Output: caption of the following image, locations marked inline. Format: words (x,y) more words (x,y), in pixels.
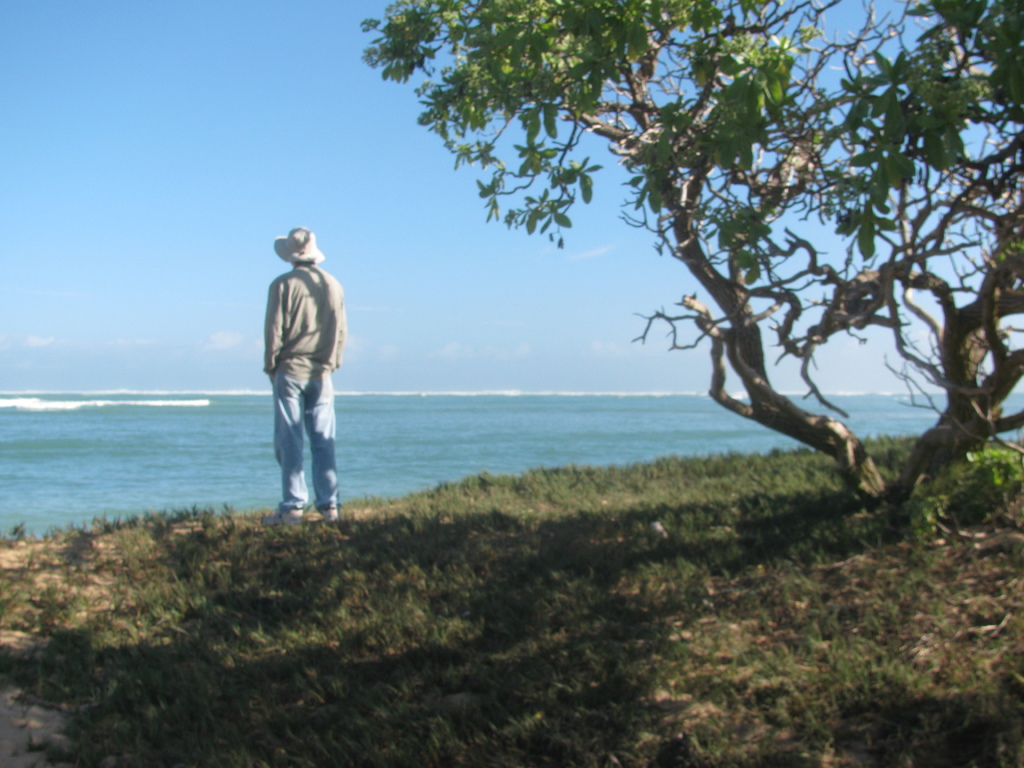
There is a person (317,280) in blue color jean pant (283,440) standing on the grass (365,522) on the ground (557,672). On the right side (964,311), there is a tree (977,325) on the ground (880,460). In the background (600,449), there is an ocean (220,475) and there are clouds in the blue sky (153,114).
